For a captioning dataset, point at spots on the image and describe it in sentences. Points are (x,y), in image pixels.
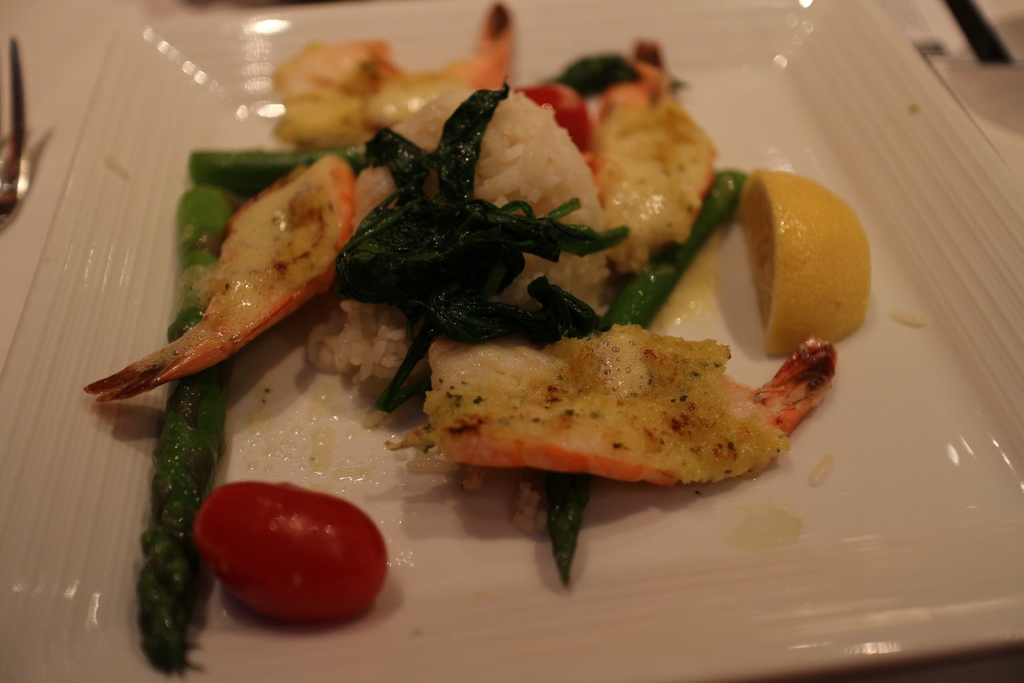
In this picture we can see a plate (912,536), there is some food (795,306) present in this plate (30,680).
